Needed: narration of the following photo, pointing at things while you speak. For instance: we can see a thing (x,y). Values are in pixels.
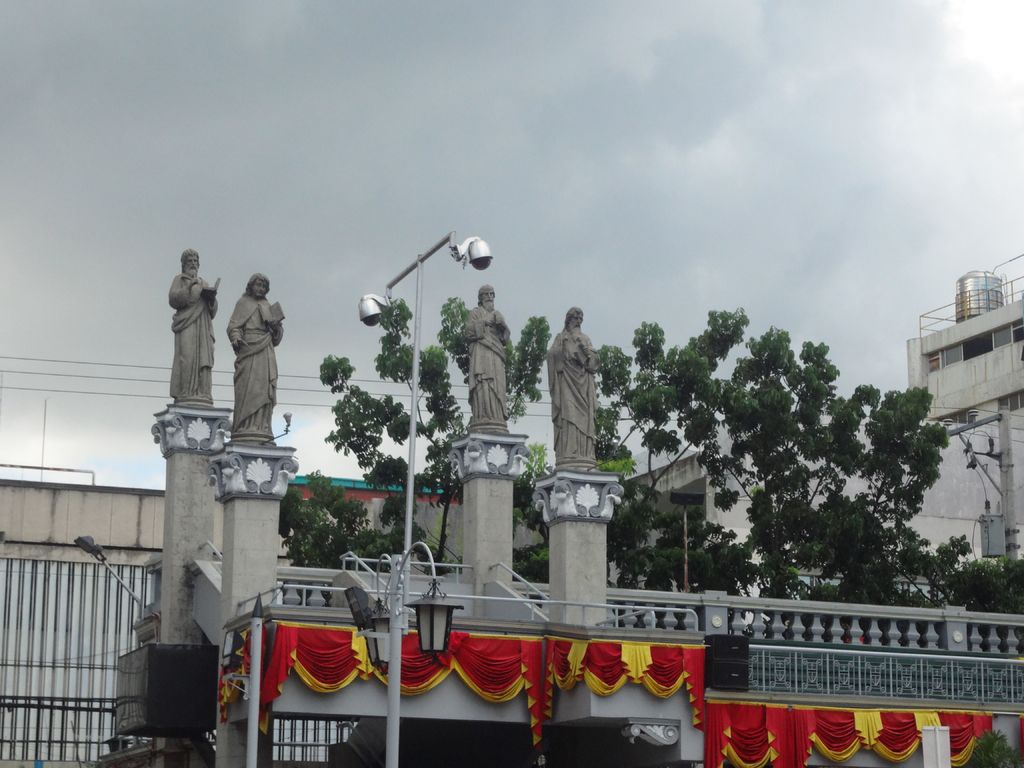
In the image we can see there are four sculptures (566,388) of people (246,348). There is a light pole (398,650), sound box (731,674), fence (86,697), electric wire (168,370), trees (771,484), building (936,491) and a cloudy sky (714,192). This is a decorative cloth (715,715).
